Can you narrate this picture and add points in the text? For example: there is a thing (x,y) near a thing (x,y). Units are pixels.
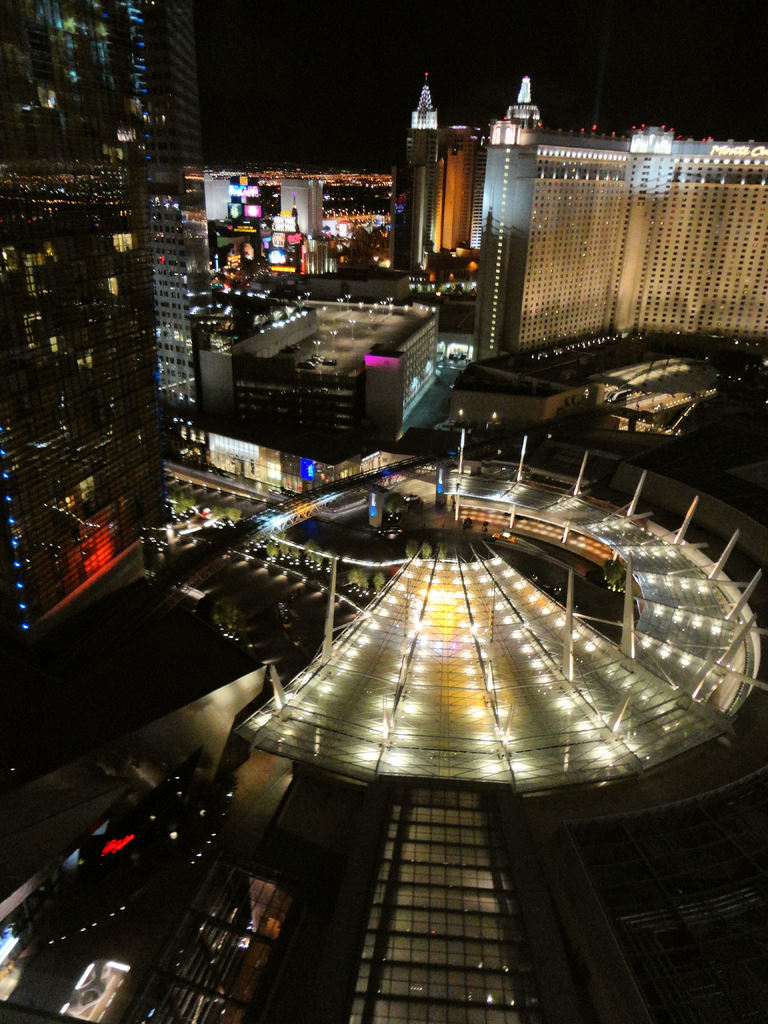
In this image there are many buildings (242,348) with lights (125,131). In the background (433,53) it is dark.
